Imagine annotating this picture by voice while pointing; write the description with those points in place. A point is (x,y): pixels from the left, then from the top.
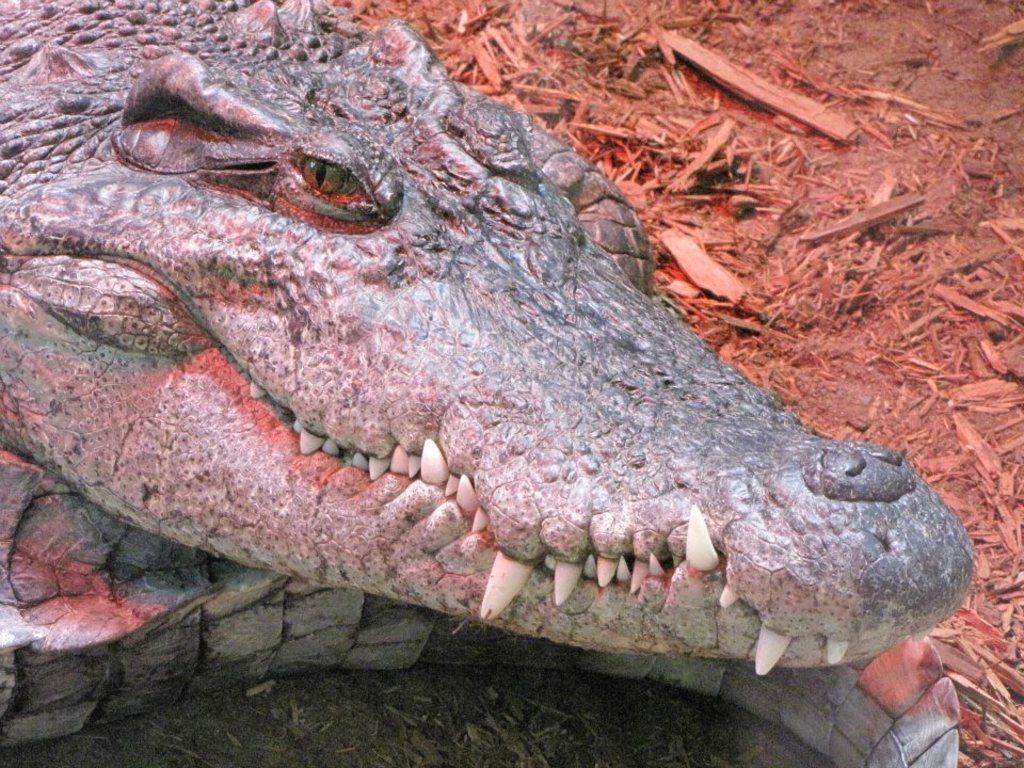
This image is taken outdoors. At the bottom of the image (458,709) there is a ground (752,753) with a few wooden pieces (726,262) on it. On the left side of the image (185,104) there is a crocodile (601,600) on the ground (366,704).
